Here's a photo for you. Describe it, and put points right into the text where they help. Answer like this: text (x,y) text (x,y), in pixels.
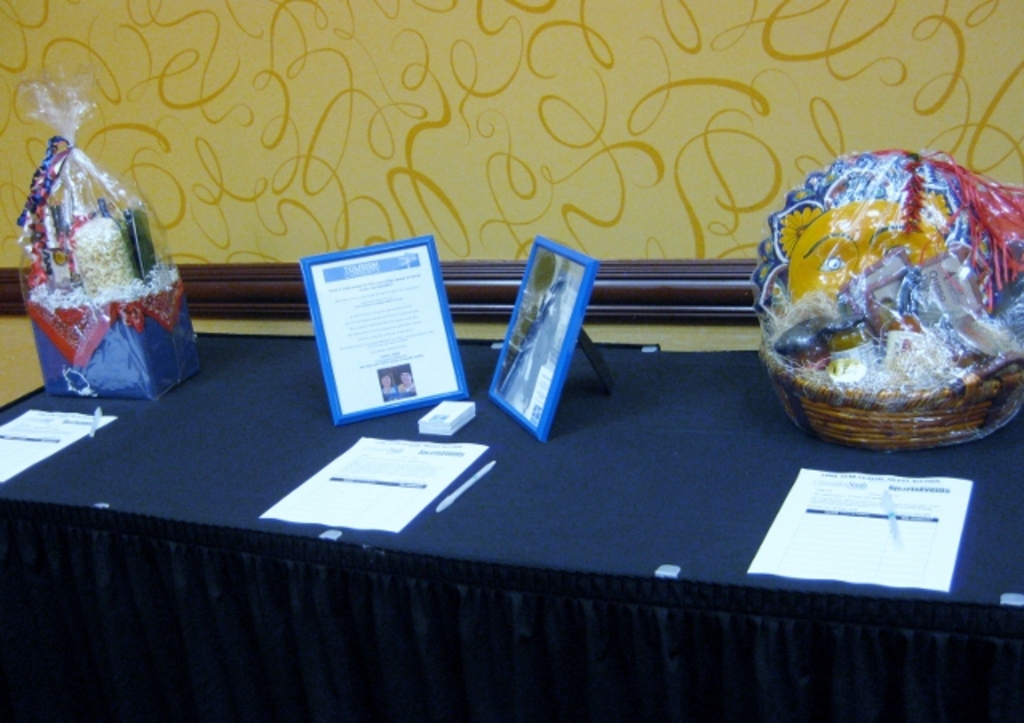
In this image in the middle (539,482), there is a table (595,516) on that there are papers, photo frames (439,376), baskets (120,318), gifts (135,327), cloth (496,485), pen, some other items (968,285). In the background (482,202) there is a wall (479,134).
